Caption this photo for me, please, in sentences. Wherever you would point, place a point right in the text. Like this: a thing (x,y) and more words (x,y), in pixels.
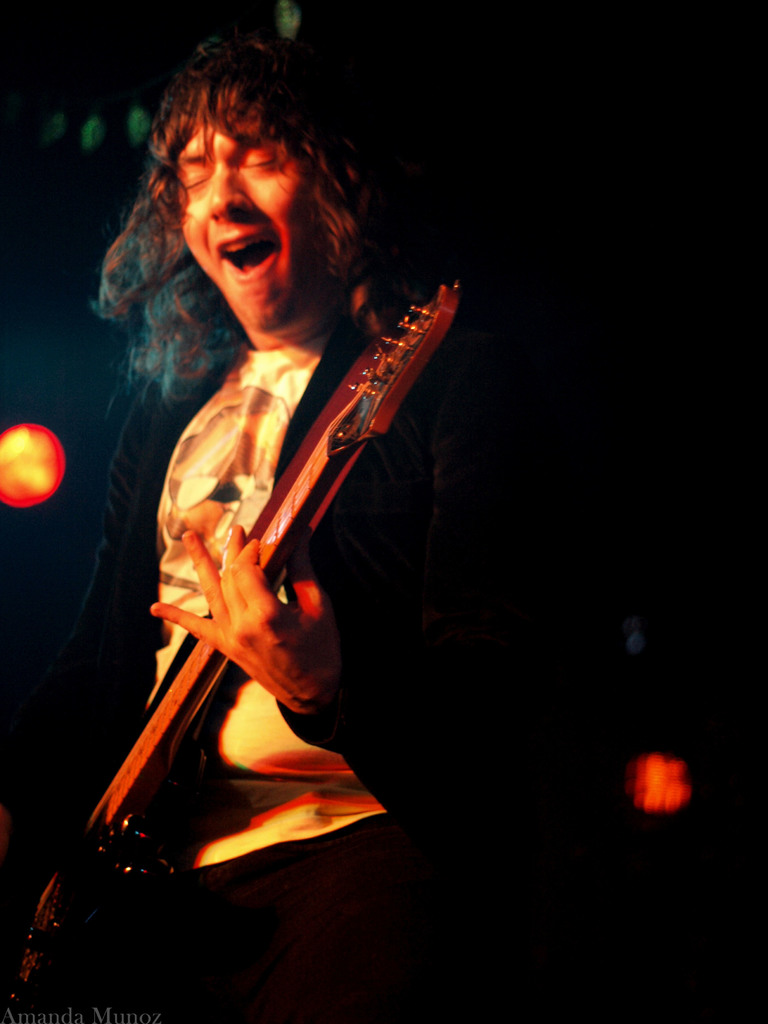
In this picture we can see a man (172,790) who is playing guitar (212,672). And this is light (41,479).
